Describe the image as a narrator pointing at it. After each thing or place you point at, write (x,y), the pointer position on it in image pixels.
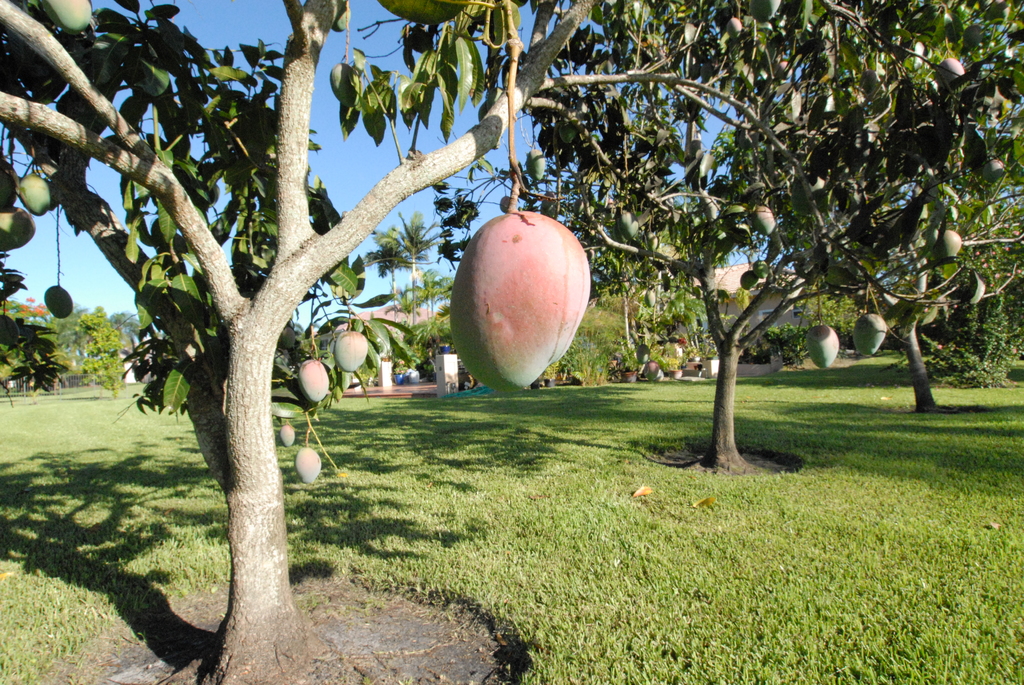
In this picture we can see trees (281,351) with mangoes (297,465) on the ground (646,467), here we can see buildings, grass (627,449), pillars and some objects (710,368) and in the background (330,79) we can see trees (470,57), sky (281,49).
